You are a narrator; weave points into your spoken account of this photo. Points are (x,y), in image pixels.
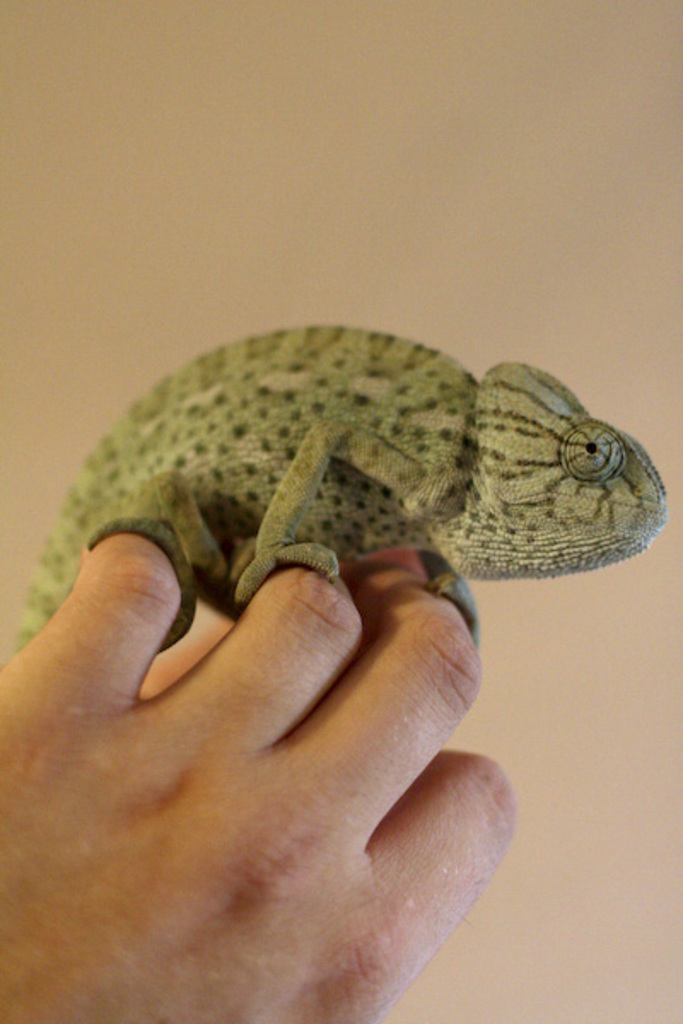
In the foreground of this picture (187,746) we can see the hand (298,646) of a person (339,643) holding a chameleon (327,520). In the background (432,159) there is an object (469,219) seems to be the wall (232,266).
